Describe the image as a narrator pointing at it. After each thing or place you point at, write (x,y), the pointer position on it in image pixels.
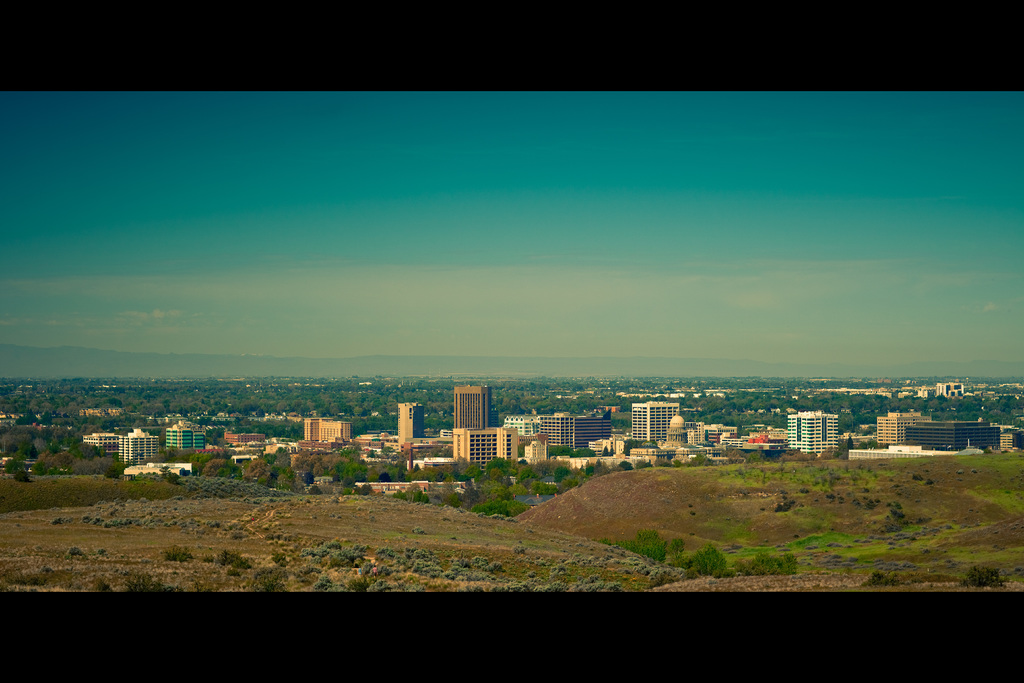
In the picture I can see buildings (660,420), plants (453,511) and trees (360,430). In the background (558,342) I can see the sky (599,332).
